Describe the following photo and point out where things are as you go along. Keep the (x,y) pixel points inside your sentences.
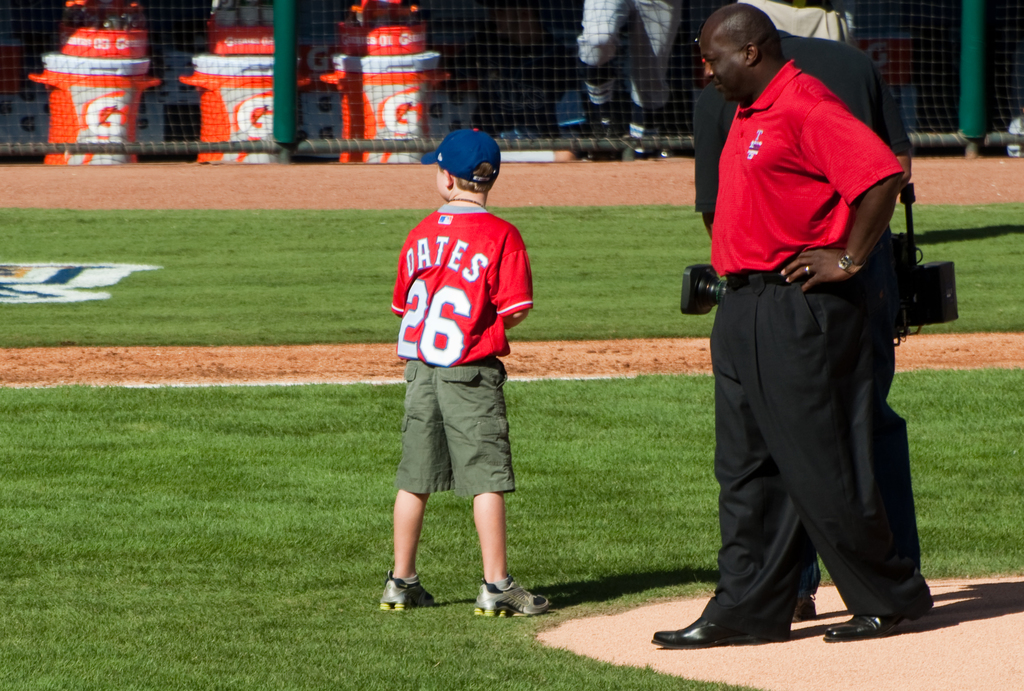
In this image I can see few people (801,319) with different color dresses (808,299). These people (826,304) are on the ground (236,559). In the background (601,77) I can see the net-fence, few people (607,89) and I can see an orange and white color objects (233,90).
